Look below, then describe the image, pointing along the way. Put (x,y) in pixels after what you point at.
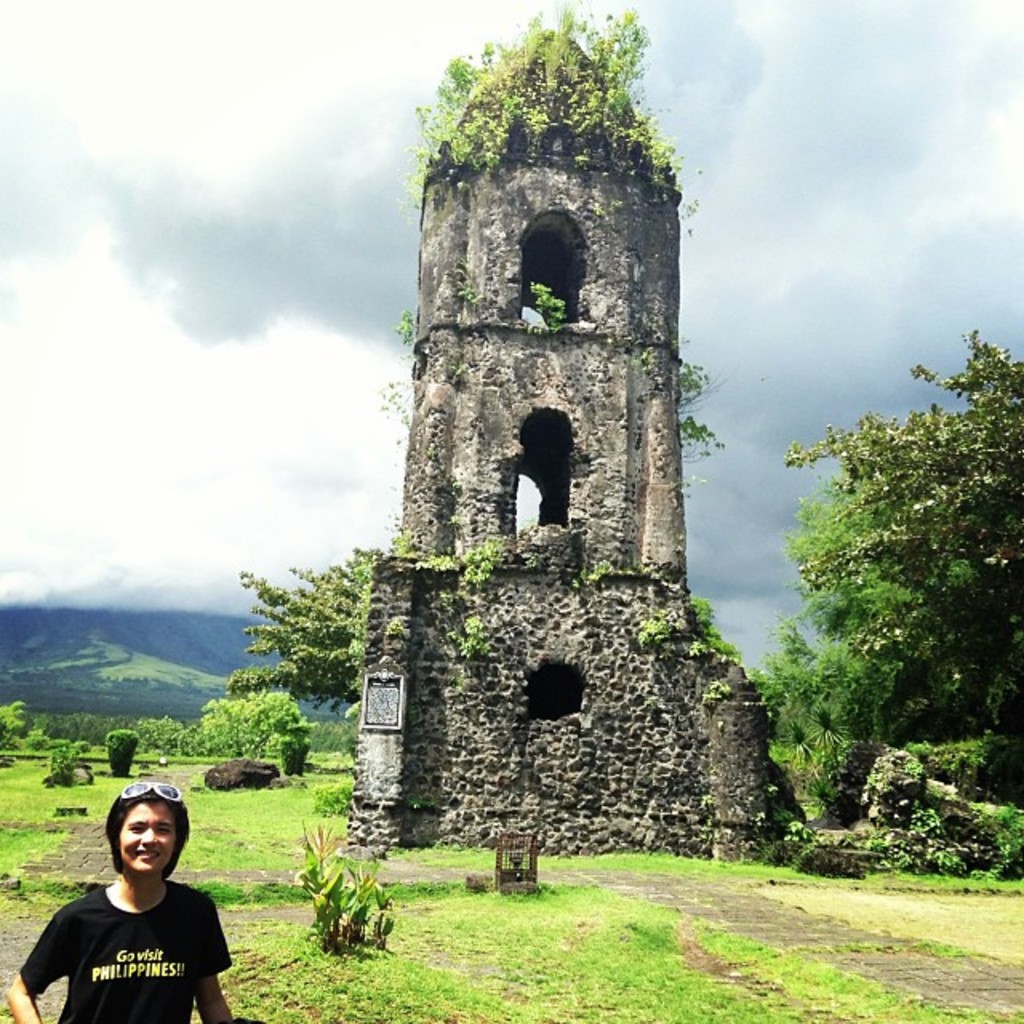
In this picture there is a man (114,972) standing and smiling. At the back (460,357) there is a tower (450,842) and there is a board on the wall (601,690) and there are trees (136,718) and plants (240,748). At the back (171,641) there is a mountain (201,645). At the top (198,218) there are clouds (261,251). At the bottom (551,966) there is grass (326,957).
